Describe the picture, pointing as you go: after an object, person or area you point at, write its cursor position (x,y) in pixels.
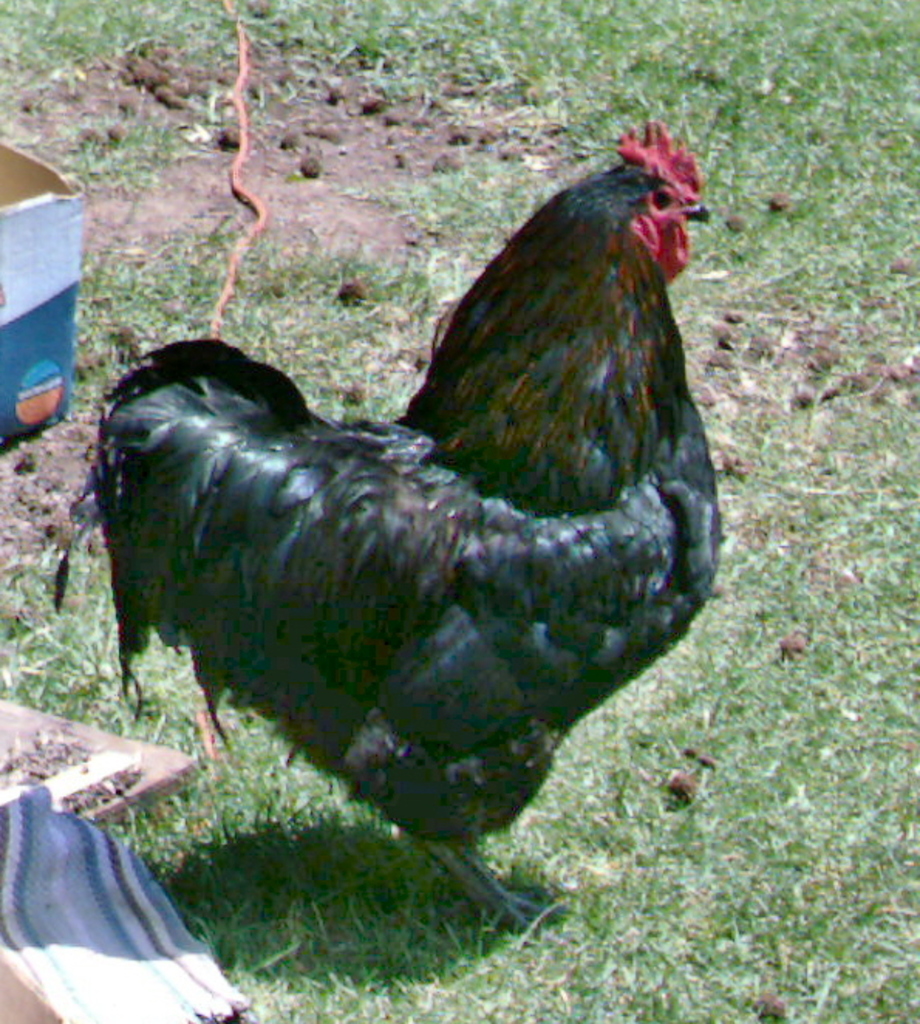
In this picture there is a black color Rooster (429,426), standing on the grass ground (668,836). Behind there is a cardboard box (36,379).
